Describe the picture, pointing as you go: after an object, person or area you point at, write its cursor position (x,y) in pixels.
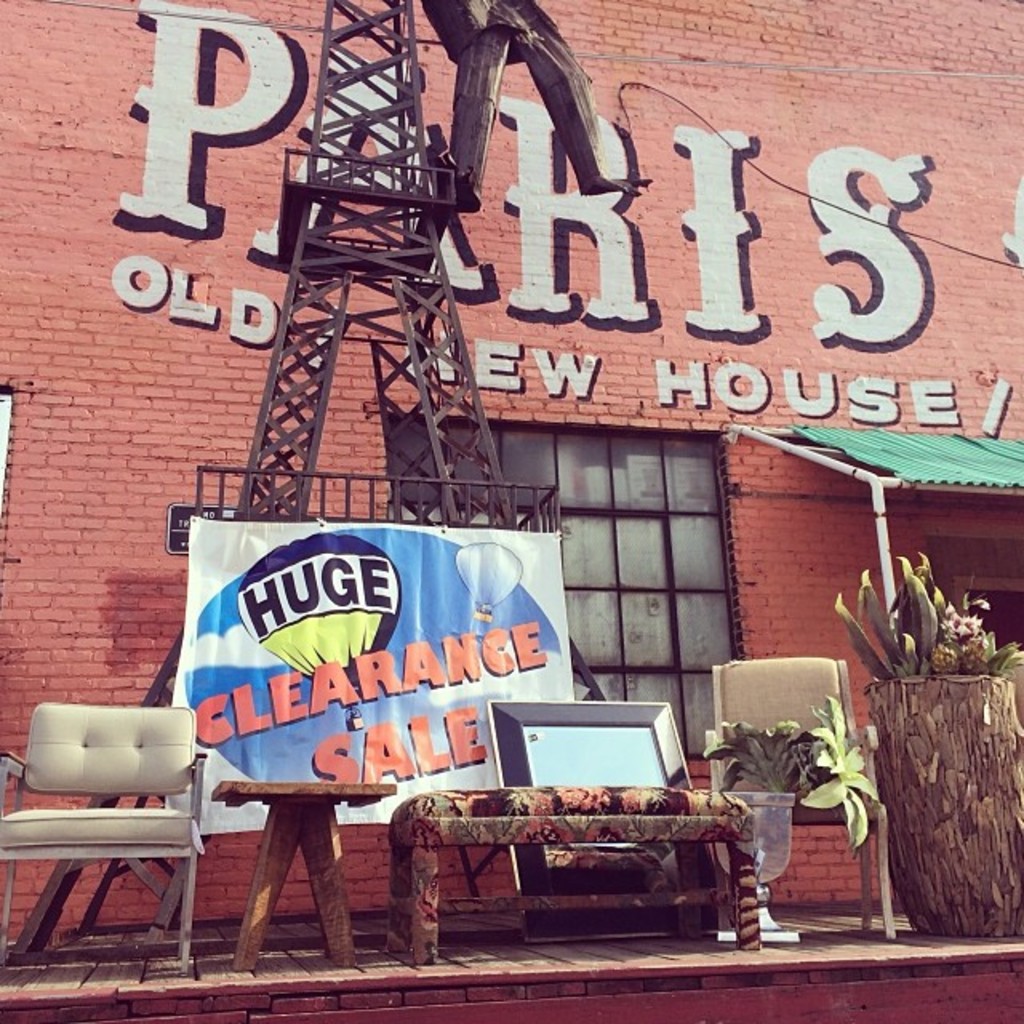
This picture is taken on the streets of a city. In the foreground of the picture (637,950) there is a pavement (526,943), on the pavement (807,962) they are chairs (112,791), table (293,833), couch (574,812) and a plant (960,760). In the center (388,344) there is a tower (398,250). In the background (154,292) there is a wall (735,159), a window (638,447).
